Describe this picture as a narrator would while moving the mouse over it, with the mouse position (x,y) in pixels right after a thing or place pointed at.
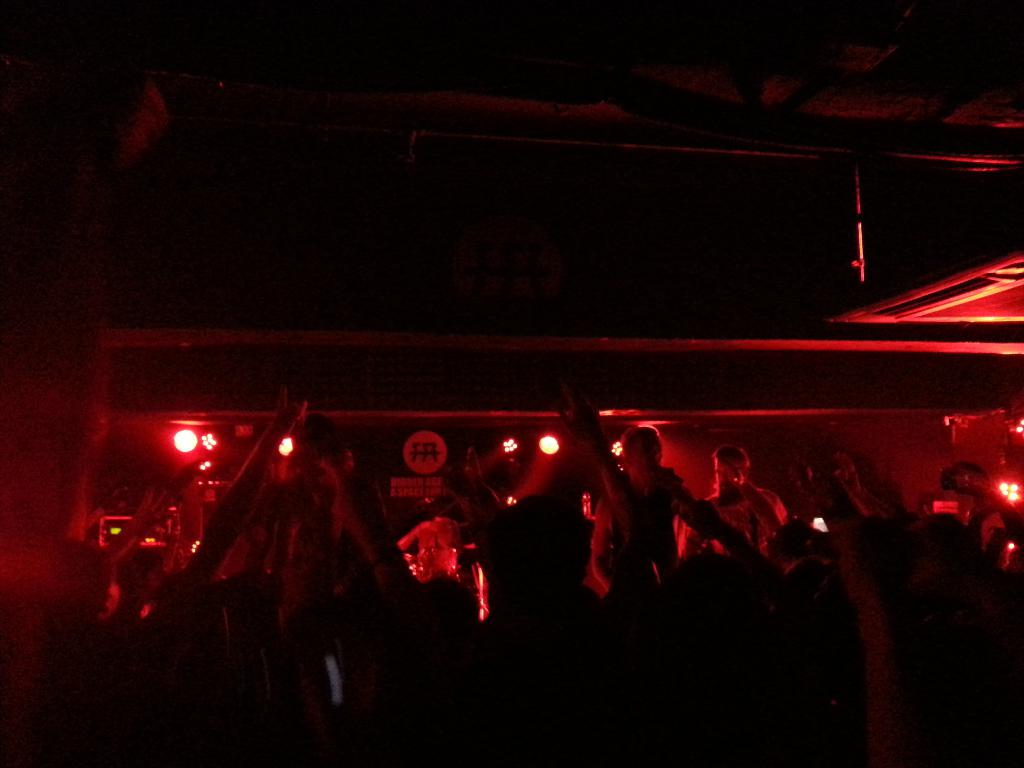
In this picture we can see a group of people (450,672). Behind the people (505,521) there are red colored lights (1004,481) and the dark background (130,229).
